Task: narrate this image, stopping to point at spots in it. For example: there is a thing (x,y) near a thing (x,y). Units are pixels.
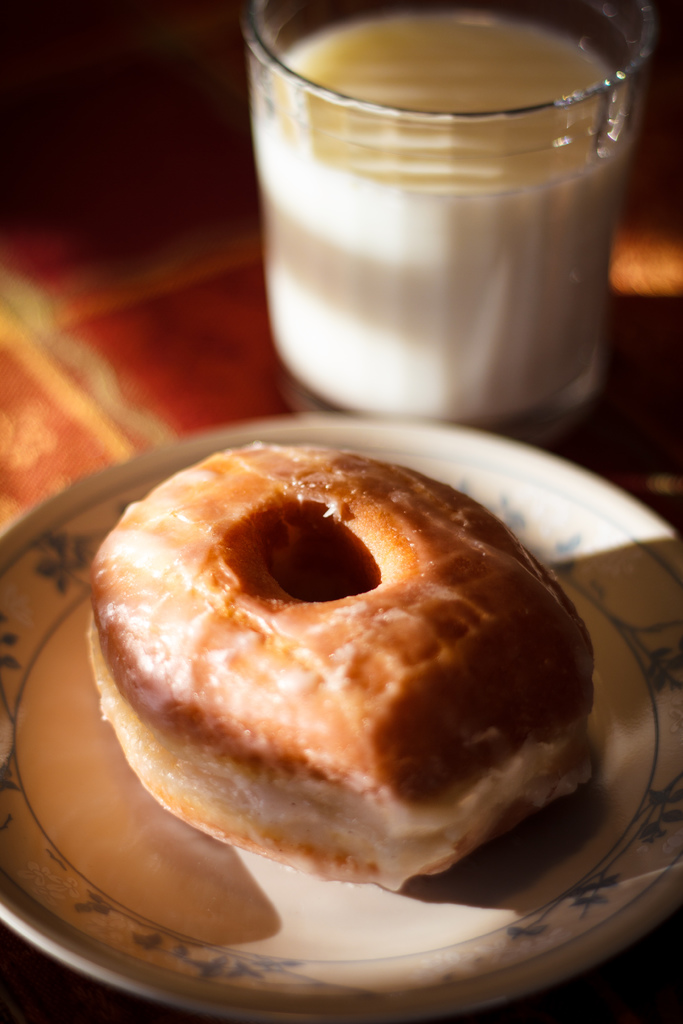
In the image there is a donut (274,628) on a plate (675,663) with milk glass (416,230) behind it on the table (219,388).
